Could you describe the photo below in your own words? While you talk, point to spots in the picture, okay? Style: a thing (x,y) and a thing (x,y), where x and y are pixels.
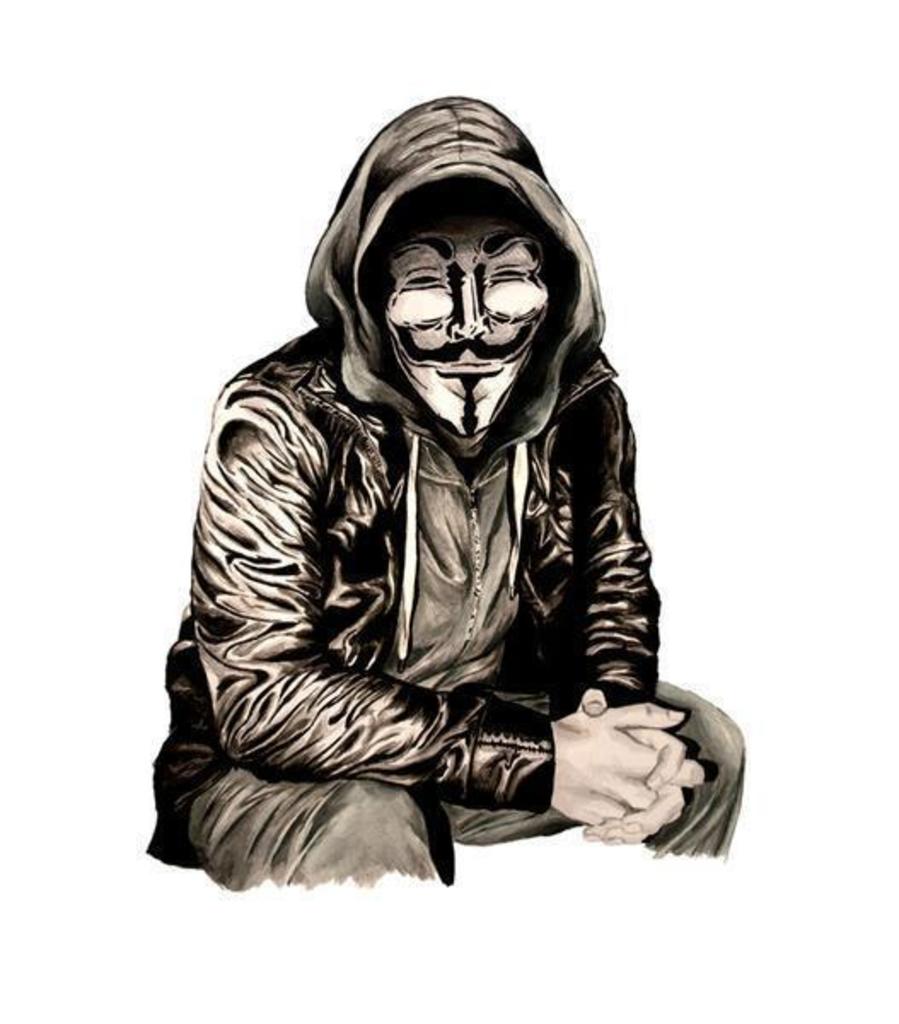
In this image I can see the painting (431,341) of the person (501,430) in black and white color. Background (867,17) is in white color.
